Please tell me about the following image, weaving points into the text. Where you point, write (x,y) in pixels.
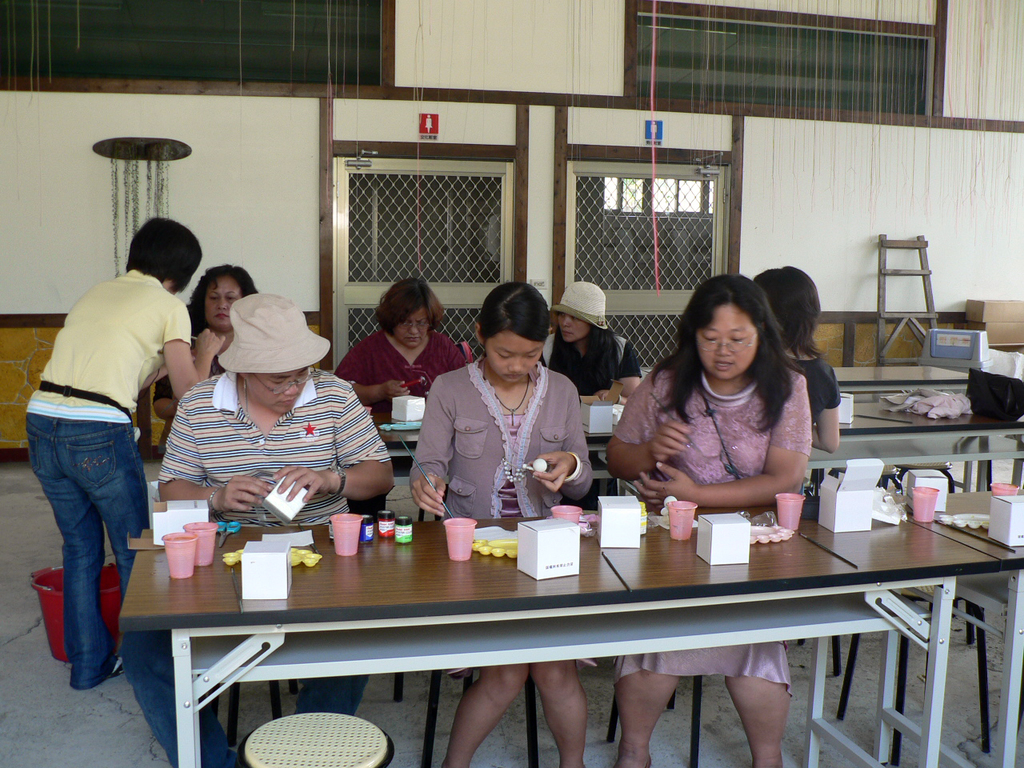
There is a group of people (743,486) who are sitting. They are working.
